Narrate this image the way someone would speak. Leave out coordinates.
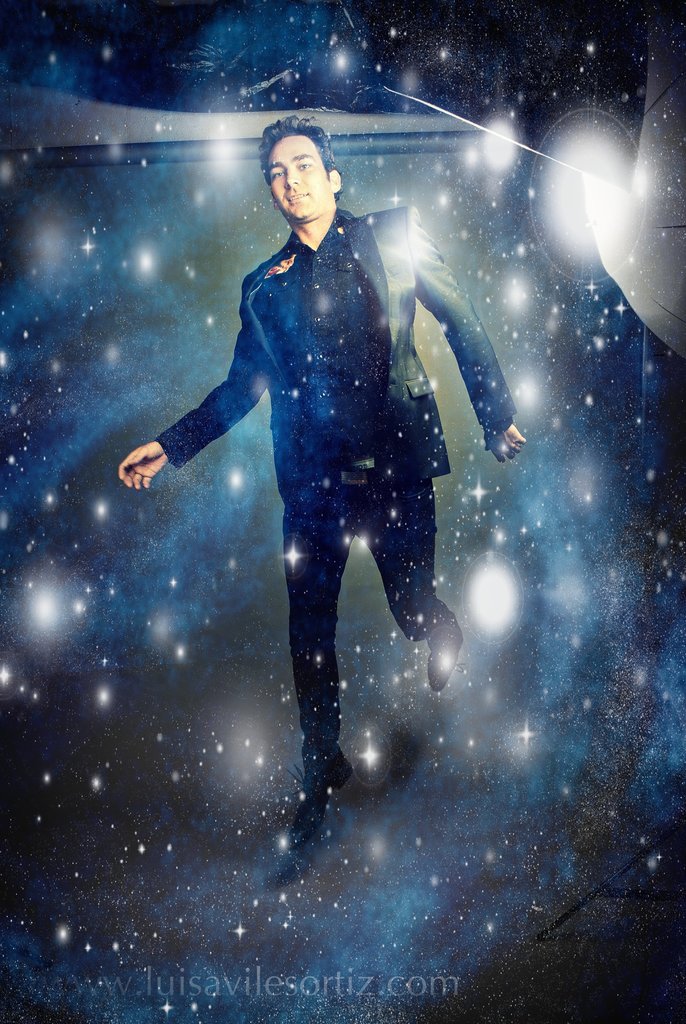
This is an edited picture. I can see a man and there is a watermark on the image.
